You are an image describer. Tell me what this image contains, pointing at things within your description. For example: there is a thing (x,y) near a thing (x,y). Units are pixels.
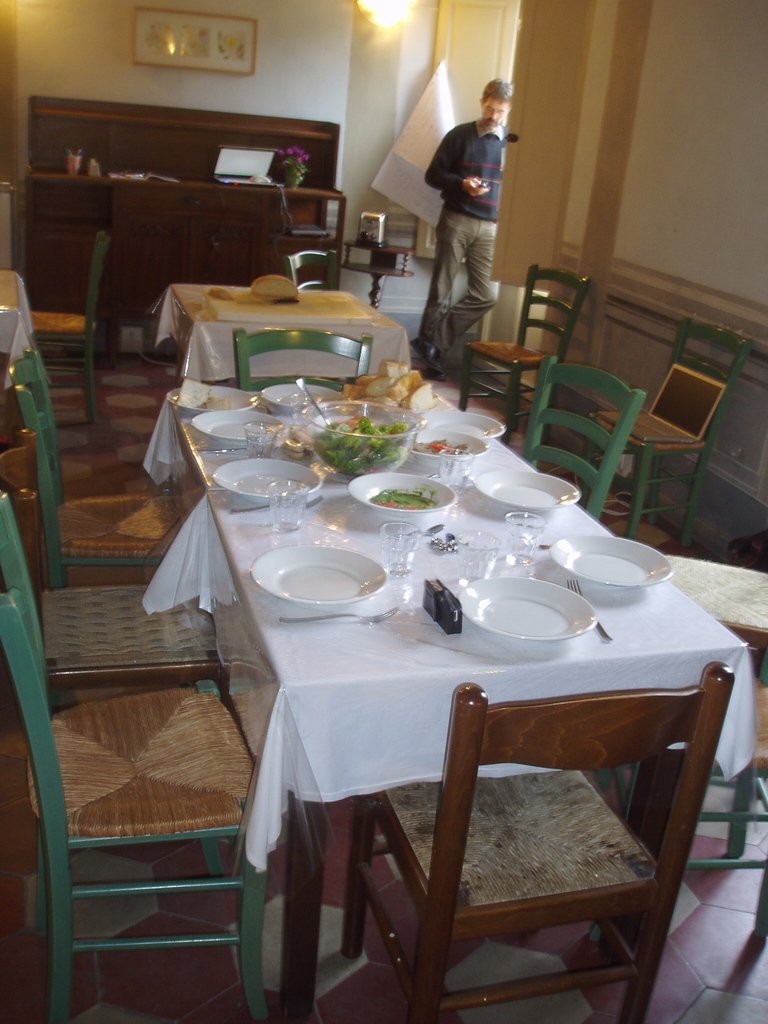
In this image i can see a dining table (329,514) with chairs (174,734) around it. In the background (555,322) i can see a person (485,113) standing, a wall (672,172), a laptop (226,180), a light (393,13) and a photo frame (206,37).
